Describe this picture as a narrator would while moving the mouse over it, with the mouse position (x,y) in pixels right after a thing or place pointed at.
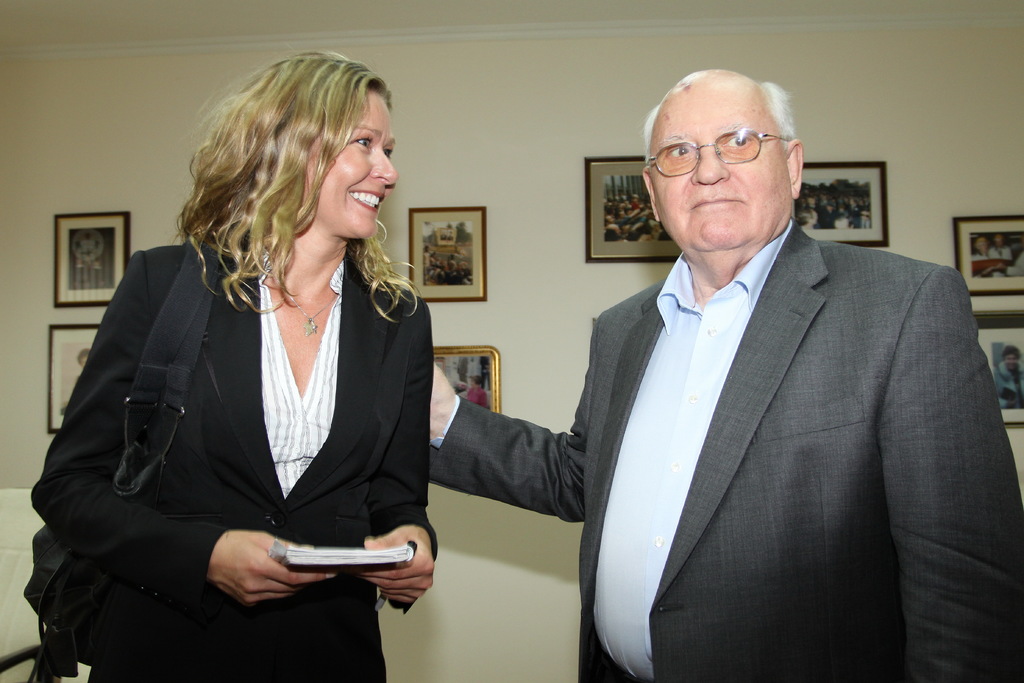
In this image there are two persons (279,618) standing, a person (356,619) holding a book (276,555), there is a chair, and in the background (472,166) there are frames (67,351) attached to the wall (857,149).
